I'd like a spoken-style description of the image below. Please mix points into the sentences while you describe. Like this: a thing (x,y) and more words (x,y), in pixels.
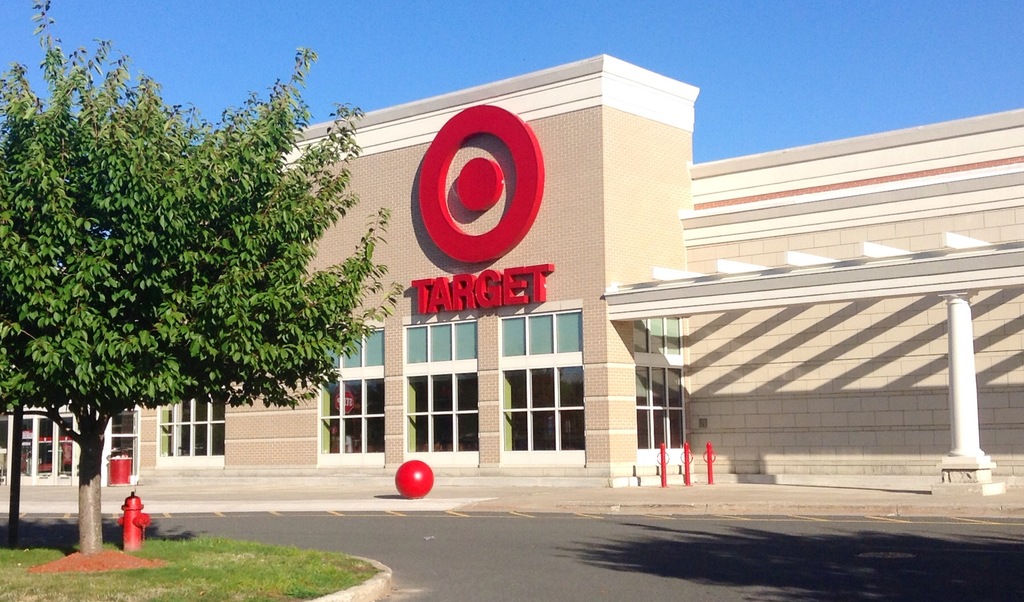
In this image on the left side (173,313) I can see a tree (214,317). In the background (612,333), I can see a building (534,307) with some text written on it. At the top (850,71) I can see the sky (775,76).
